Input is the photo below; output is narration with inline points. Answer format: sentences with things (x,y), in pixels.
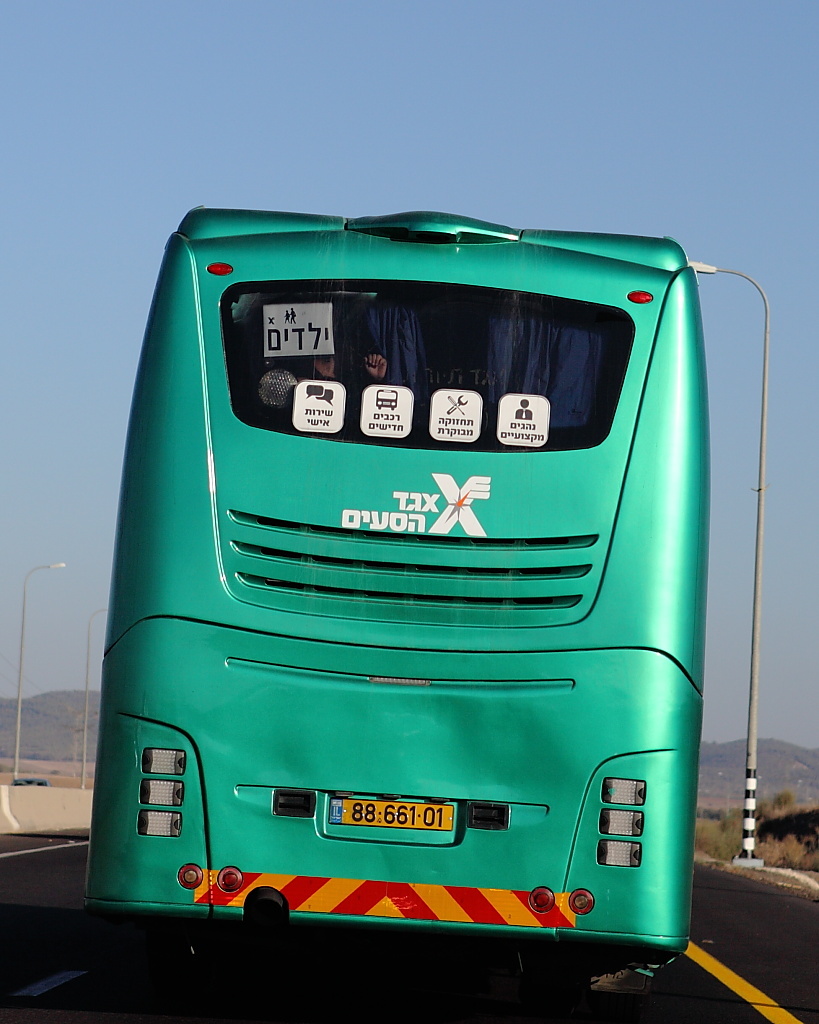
In the middle of the image (418,362) there is a bus (286,736) on the road (748,962) facing towards the back side (465,715). On both sides of the road (758,963) there are few light poles (747,815). In the background (61,715), I can see the hills (52,722). At the top of the image (405,110) I can see the sky (317,56).
